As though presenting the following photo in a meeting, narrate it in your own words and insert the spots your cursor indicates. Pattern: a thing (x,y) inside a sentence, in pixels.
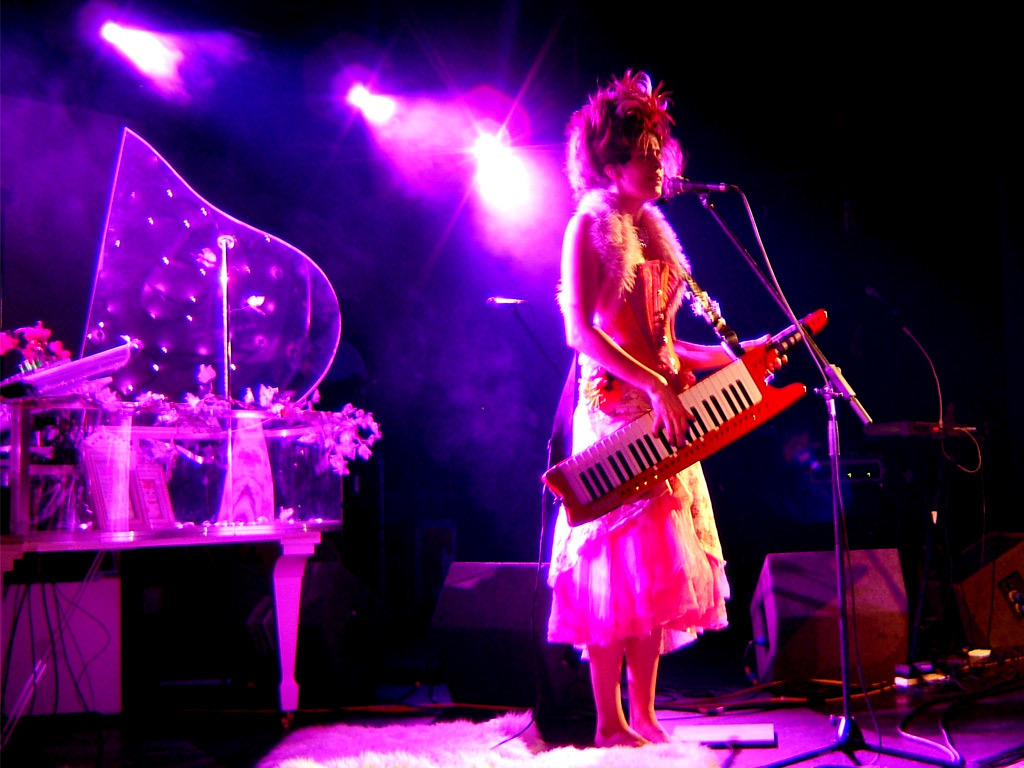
In this image in the center (631,391) there is one woman (657,330) who is standing, and she is holding some musical instrument (735,386) and it seems that she is singing. In front of her there is one mike (706,186), on the left side (187,464) there are some flower bouquets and table (170,546) and some other objects (260,495). In the background (818,602) there are some speakers (790,601) and lights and wires (977,452), at the bottom (557,707) there are some other objects (447,759).
